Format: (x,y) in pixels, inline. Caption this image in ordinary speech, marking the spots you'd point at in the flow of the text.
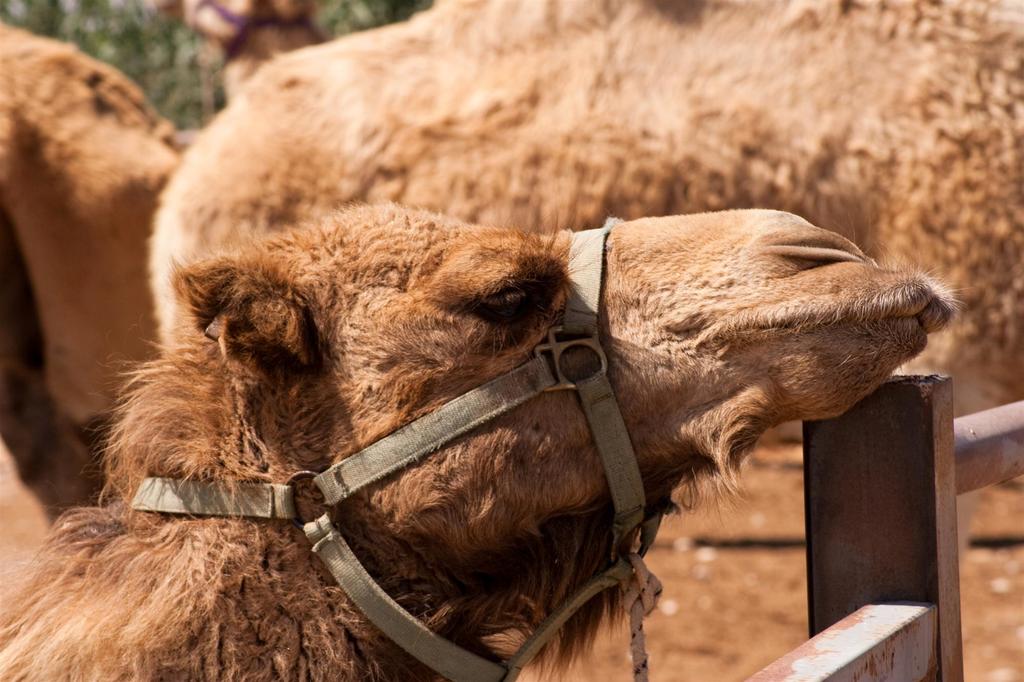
There is a camel (333,505) which is in brown color placed its head (695,358) on a rod (880,426) in front of it and there are few other camels (403,148) beside it.
